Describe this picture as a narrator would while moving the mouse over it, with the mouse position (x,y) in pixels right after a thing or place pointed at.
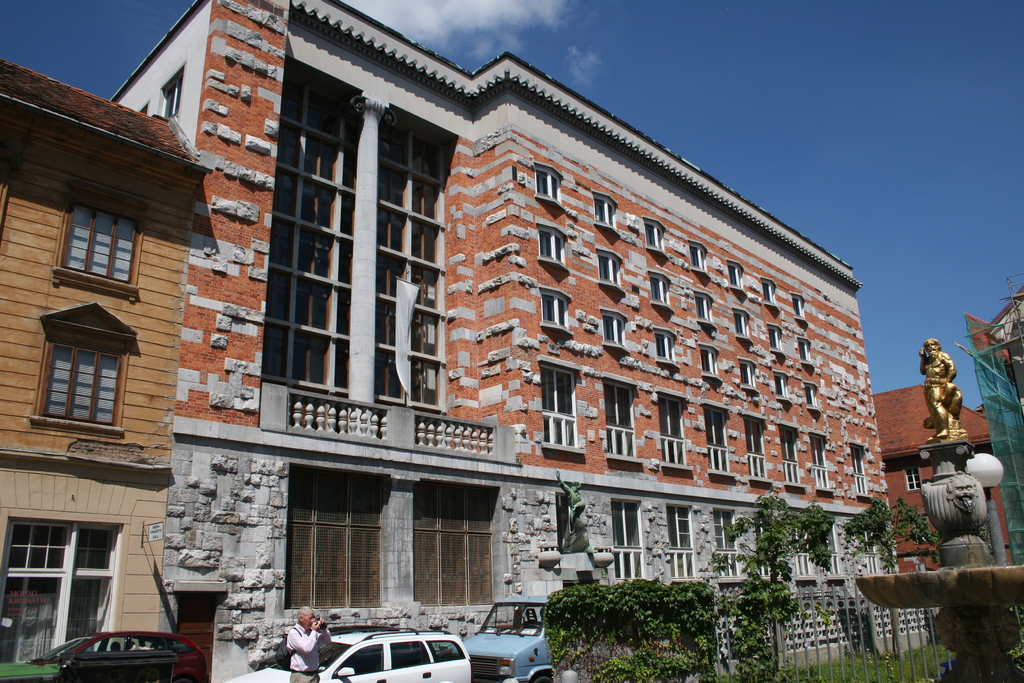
In this image we can see a few buildings (240,458), there are statues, vehicles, trees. grass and the wall (878,615), also we can see a person (287,643) standing and holding a camera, in the background (1015,44) we can see the sky (922,75) with clouds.
